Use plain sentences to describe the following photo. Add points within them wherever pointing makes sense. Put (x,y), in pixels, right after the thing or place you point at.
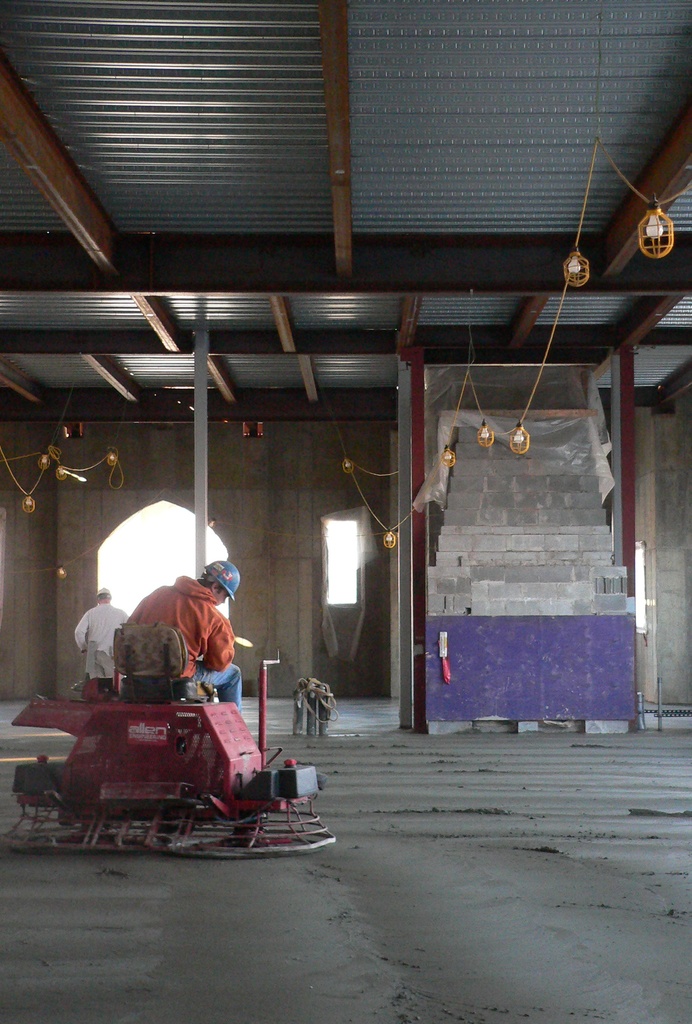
In this image, on the left side (218,623), we can see, there is a person (196,606) sitting on the machine (153,706), at the back (98,669) one person (92,662) is standing.
